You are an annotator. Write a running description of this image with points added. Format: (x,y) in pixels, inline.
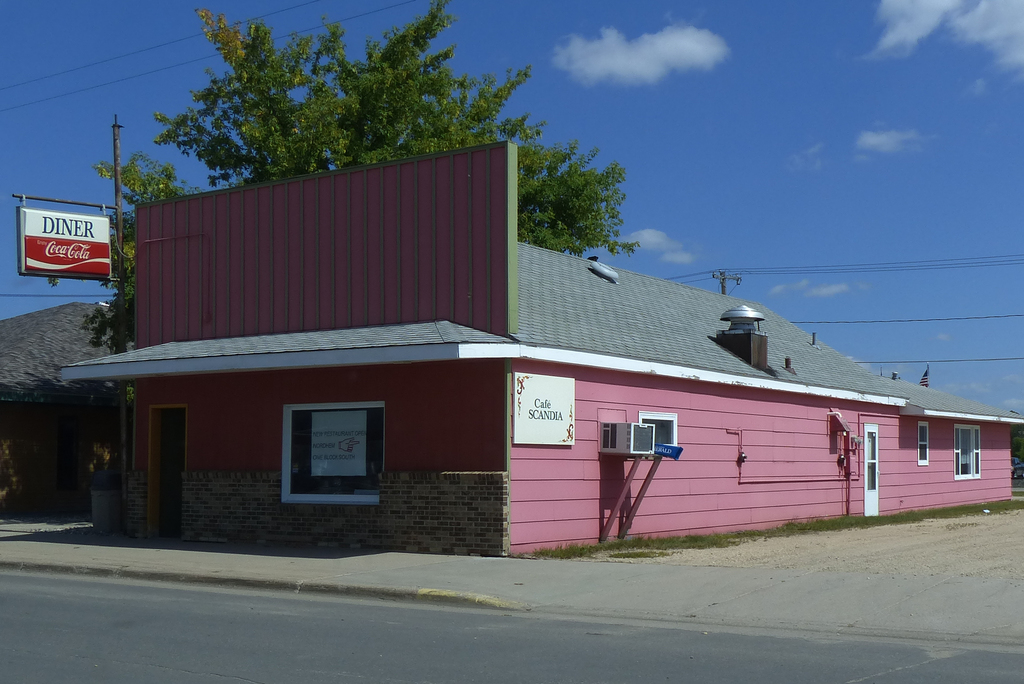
In this image there are buildings (236,266) and trees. We can see boards (558,425). At the bottom (252,619) there is a road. In the background (628,4) there is sky (597,35) and we can see the wires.
